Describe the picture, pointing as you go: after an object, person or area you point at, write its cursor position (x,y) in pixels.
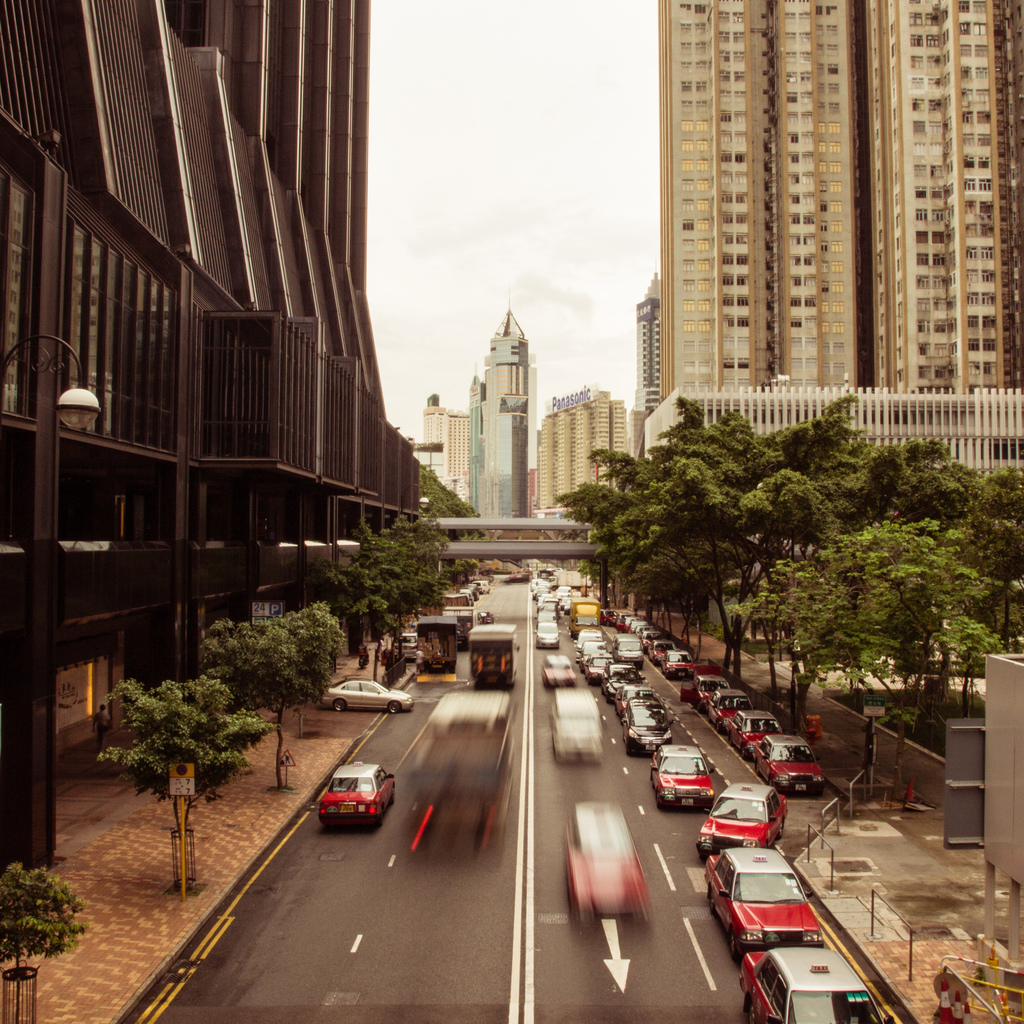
At the center of the image (615,664) there are few vehicles (418,798) moving on the road (565,868) and few vehicles (687,686) are parked. On the right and left side of the image (123,580) there are buildings (265,569), in front of the buildings (224,574) there are trees (859,610). In the background (518,232) there is the sky (511,235).
